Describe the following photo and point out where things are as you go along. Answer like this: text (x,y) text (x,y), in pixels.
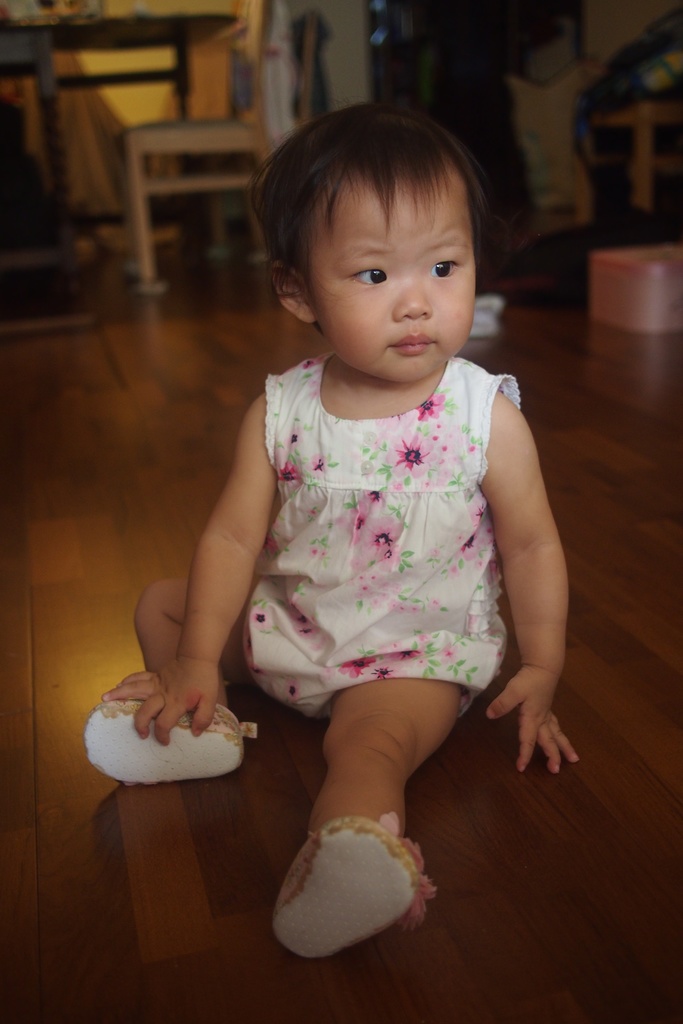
This is a small girl (313,552) sitting on the floor (436,806). She wore a white frock (322,625) and shoes (305,854). In the background (216,152), I can see a chair (166,184) and the table (174,24). This looks like a box (614,271) and a cloth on the floor (637,378).
